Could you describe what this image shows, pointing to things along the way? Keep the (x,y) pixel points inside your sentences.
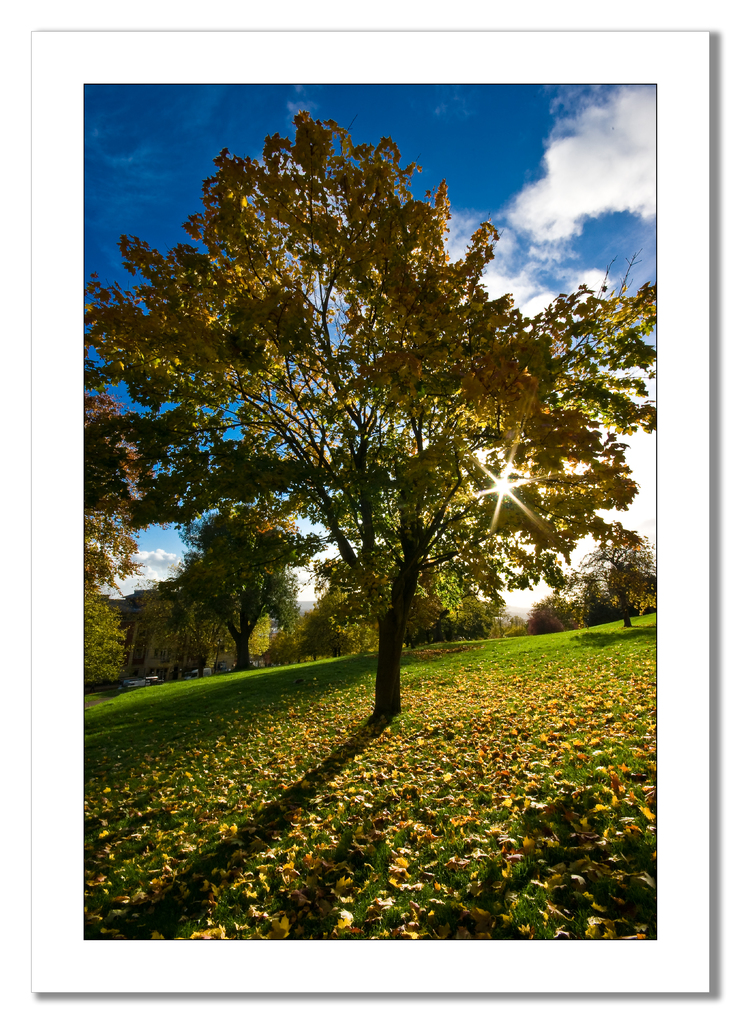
In this image, we can see so many trees (396,635), grass (92,746). Background (601,176) there is a cloudy sky (480,219).
